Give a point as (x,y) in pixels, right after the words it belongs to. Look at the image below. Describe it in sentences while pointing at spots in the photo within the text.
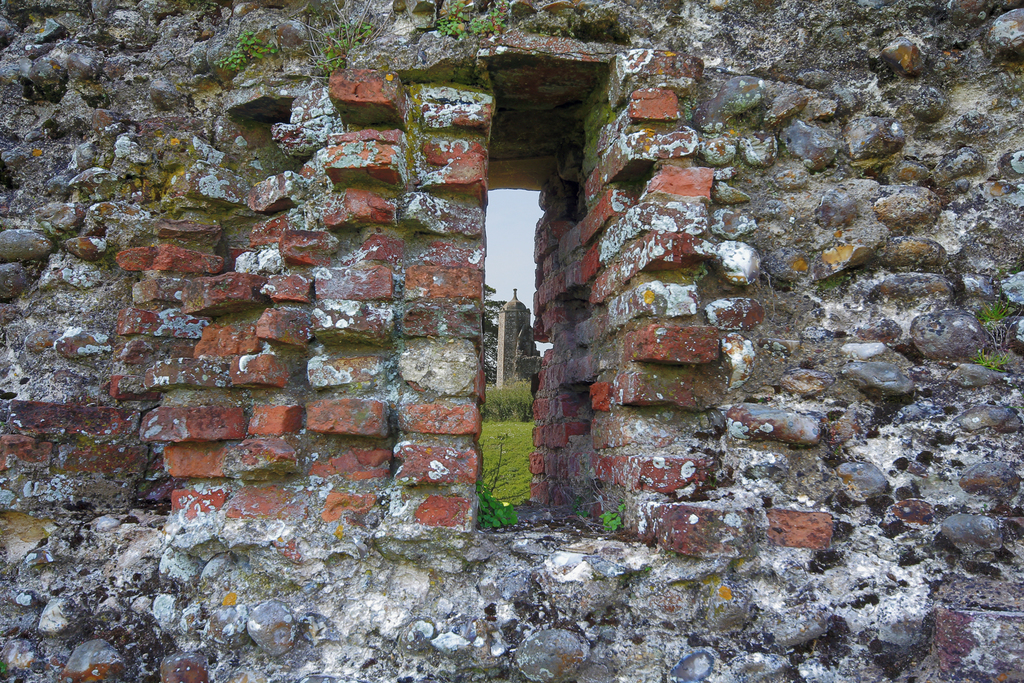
In this image there is a wall (485,561). In the center (490,394) we can see a hole (490,424). In the background (514,390) we can see a tower (515,331), sky (513,262) and trees (490,335).
